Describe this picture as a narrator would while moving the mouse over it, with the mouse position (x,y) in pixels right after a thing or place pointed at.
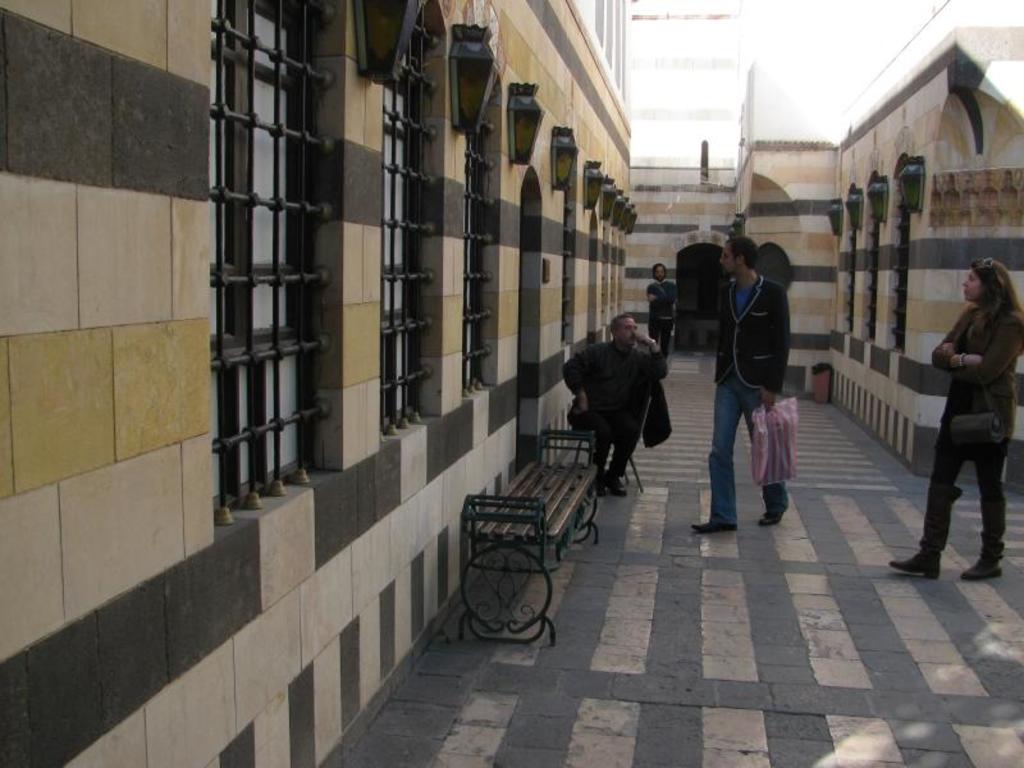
There are four people (621,349). In which three (655,385) are men (727,370) and one (969,383) is woman (969,383). A man (668,303) is standing at back (657,309) and the other (734,324) is walking towards a door (690,306). The third one (592,390) is sitting beside it.
